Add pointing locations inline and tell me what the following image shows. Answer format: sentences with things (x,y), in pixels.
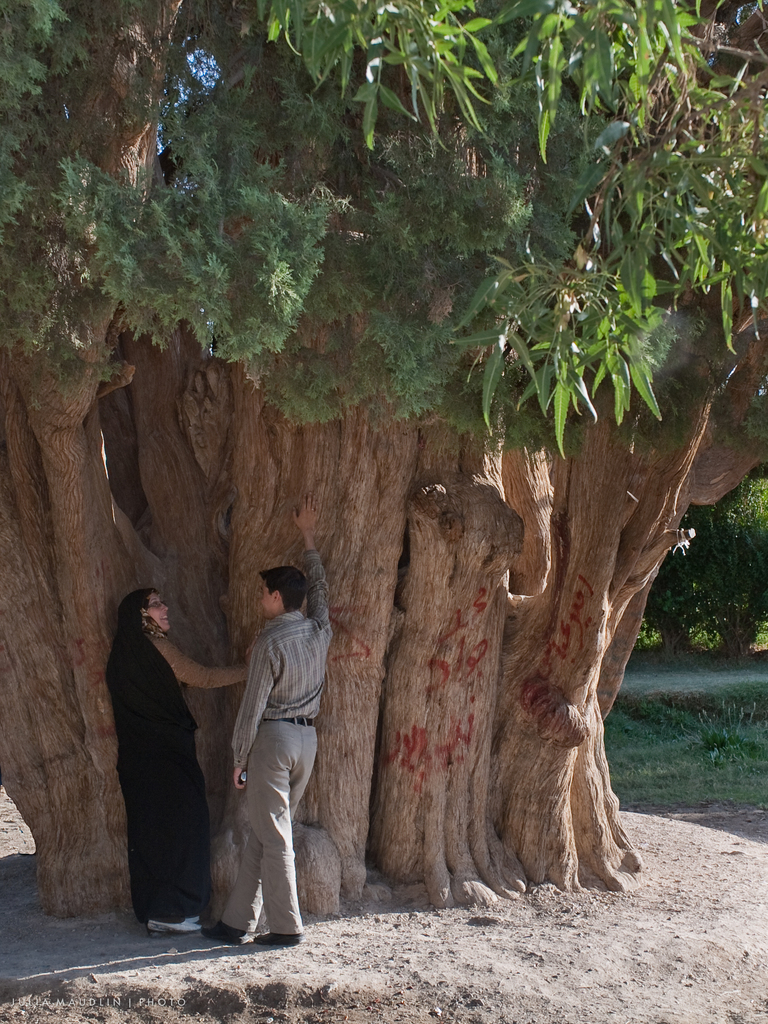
In this image there is a couple (188,810) who are standing on the ground (235,947) by keeping their hands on the tree (366,555). In the background (241,459) there is a big tree (406,442). At the top (414,71) there are green leaves (424,115). At the bottom (295,961) there is sand (392,957). There is a woman (128,668) on the left side (138,662) and a man (285,662) on the right side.
